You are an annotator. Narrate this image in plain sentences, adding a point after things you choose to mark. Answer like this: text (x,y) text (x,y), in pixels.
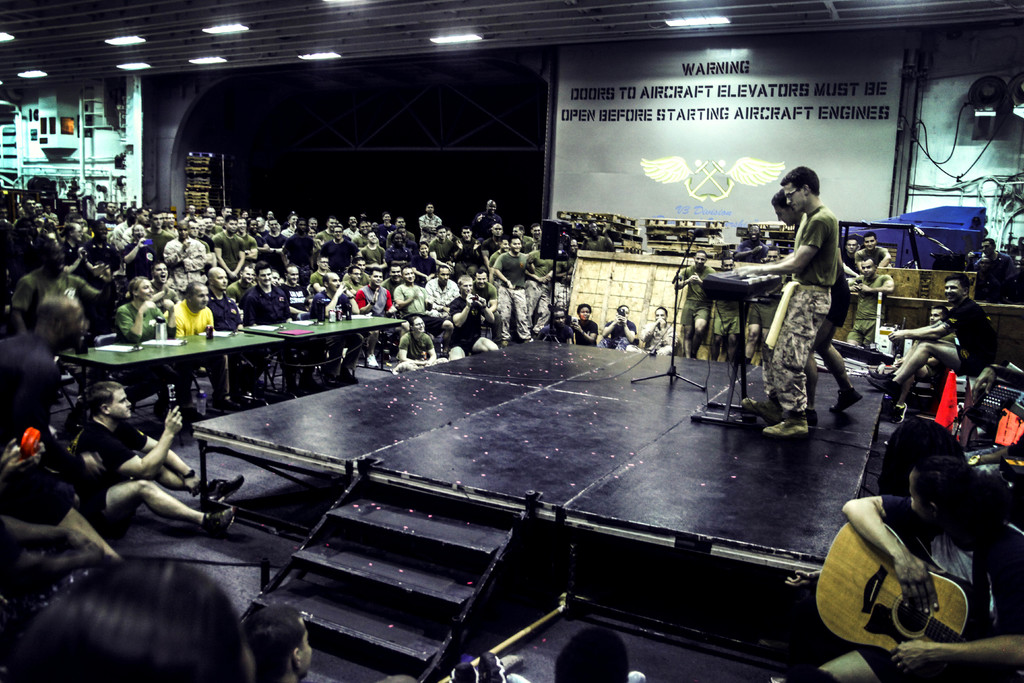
In this picture there is a stage (677,453) in the center of the image (594,343) and there is a boy (754,265), who is playing piano (742,292) on the stage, there is a mic (676,305) in front of him and there are people (1022,572) those who are sitting around the stage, there are lamps (208,31) on the roof (260,17) at the top side of the image (260,17) and there is a wall (783,141) with a sign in the background area of the image (620,137).
